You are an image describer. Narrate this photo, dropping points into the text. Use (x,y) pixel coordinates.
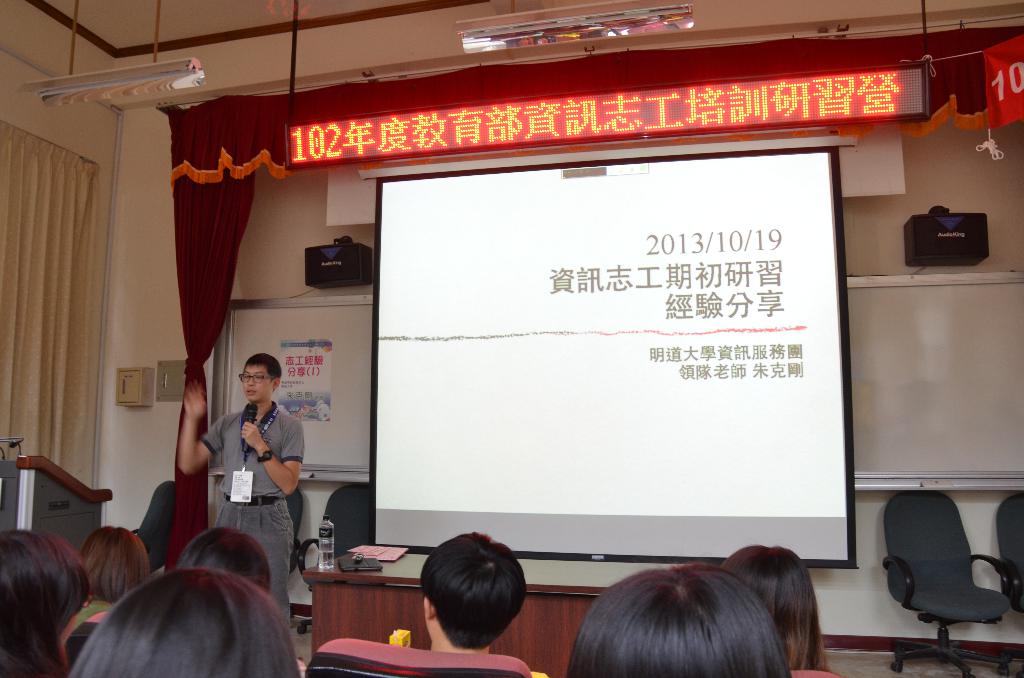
At the bottom of the picture (279,641), we see people (683,643) sitting on the chairs (332,647). In front of them, the man (281,443) in grey T-shirt (287,455) who is wearing ID card (237,475) is holding a microphone (248,417) in his hand (259,431). He is talking on the microphone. Beside him, we see a table (385,598) on which book (384,556), water bottle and a black object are placed. Behind that, we see a projector screen (413,429) and a white color board (347,332). Beside that, we see a red color curtain (227,244) and a board (507,117) with some text (575,121) displayed on it. On the left side (71,448), we see a white curtain (67,308) and a podium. On the right side (913,552), we see chairs (920,537). This picture is clicked in the conference hall (533,383).
